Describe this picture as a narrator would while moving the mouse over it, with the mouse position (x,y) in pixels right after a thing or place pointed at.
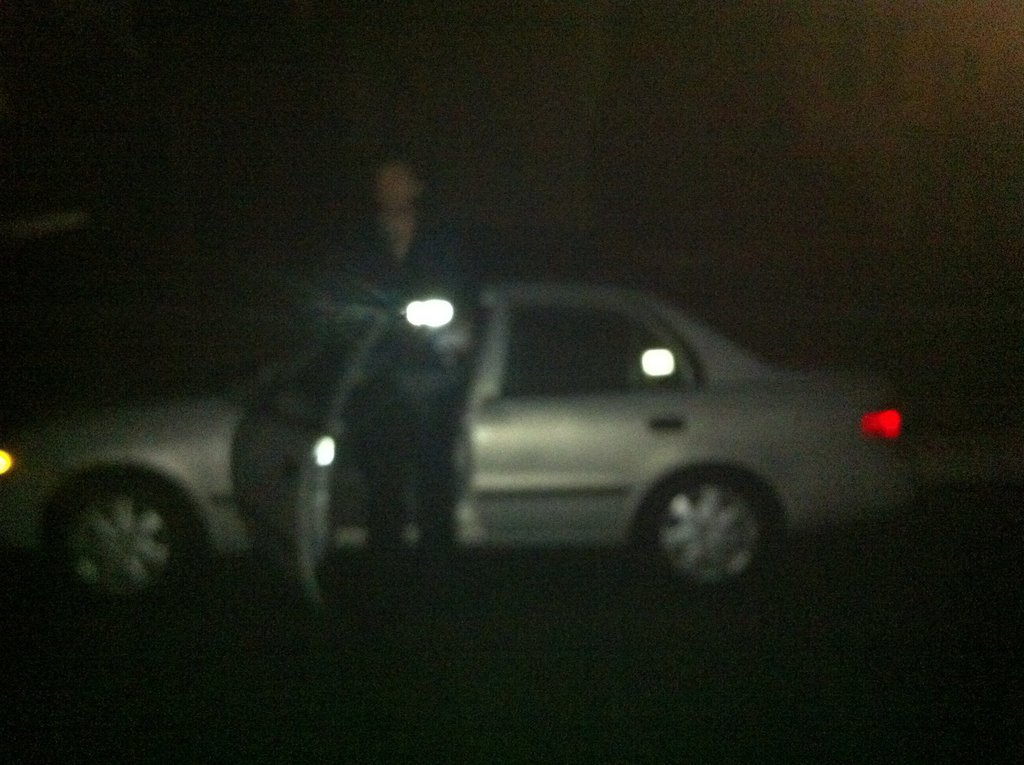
In this image we can see a motor vehicle (719,476) on the road (768,590) and a person (420,502) standing.
